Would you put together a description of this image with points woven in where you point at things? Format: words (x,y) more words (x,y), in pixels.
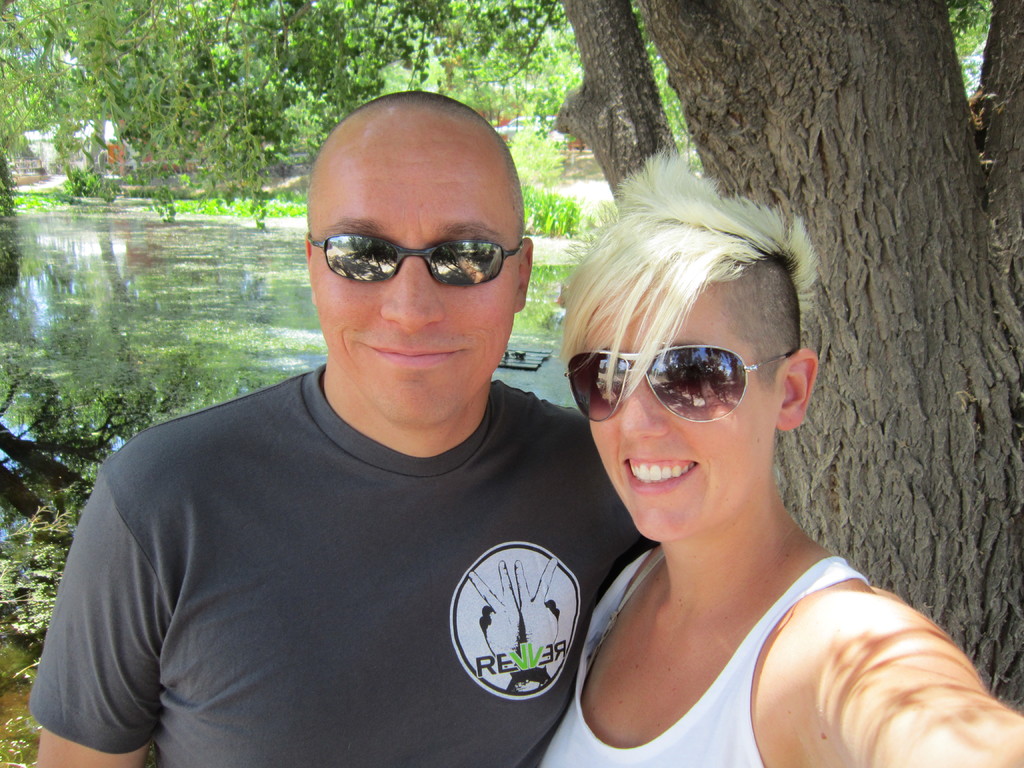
This picture is clicked outside. In the foreground (561,579) we can see the two persons (439,593) wearing t-shirts (709,744), goggles (741,397), smiling and standing. In the background (36,323) we can see a water body (234,297) and we can see the trees (480,95), plants (548,196) and some other items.
